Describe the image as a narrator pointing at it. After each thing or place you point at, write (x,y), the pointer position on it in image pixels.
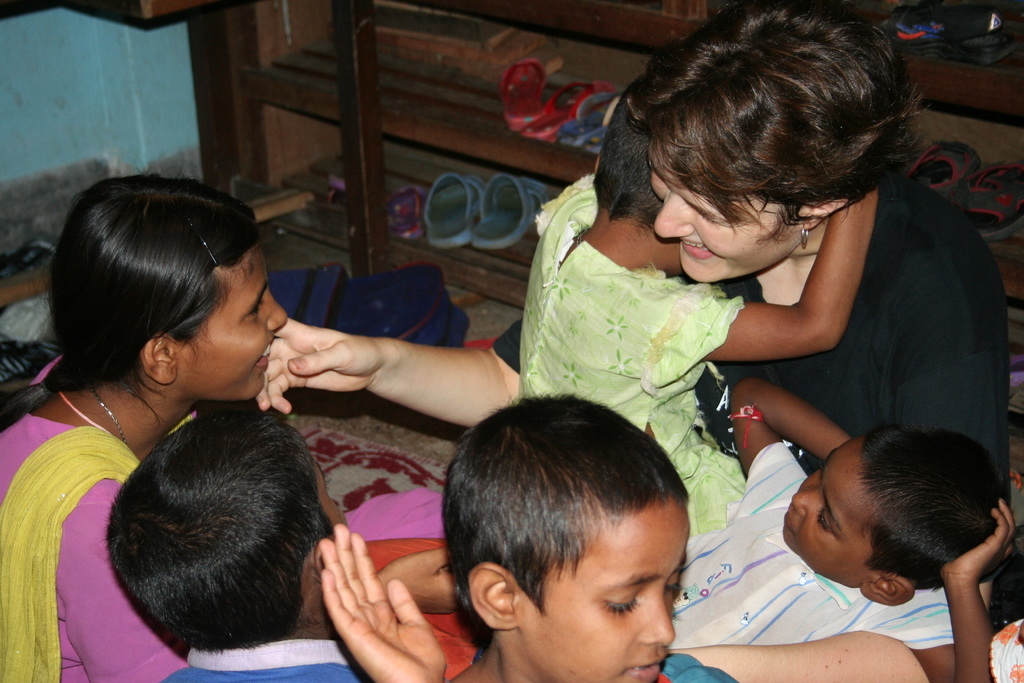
In this image I can see few people (573,514) are wearing different color dresses (669,443). Back I can see the wall (130,63) and few foot-wears (514,84) on the wooden object (444,115).
